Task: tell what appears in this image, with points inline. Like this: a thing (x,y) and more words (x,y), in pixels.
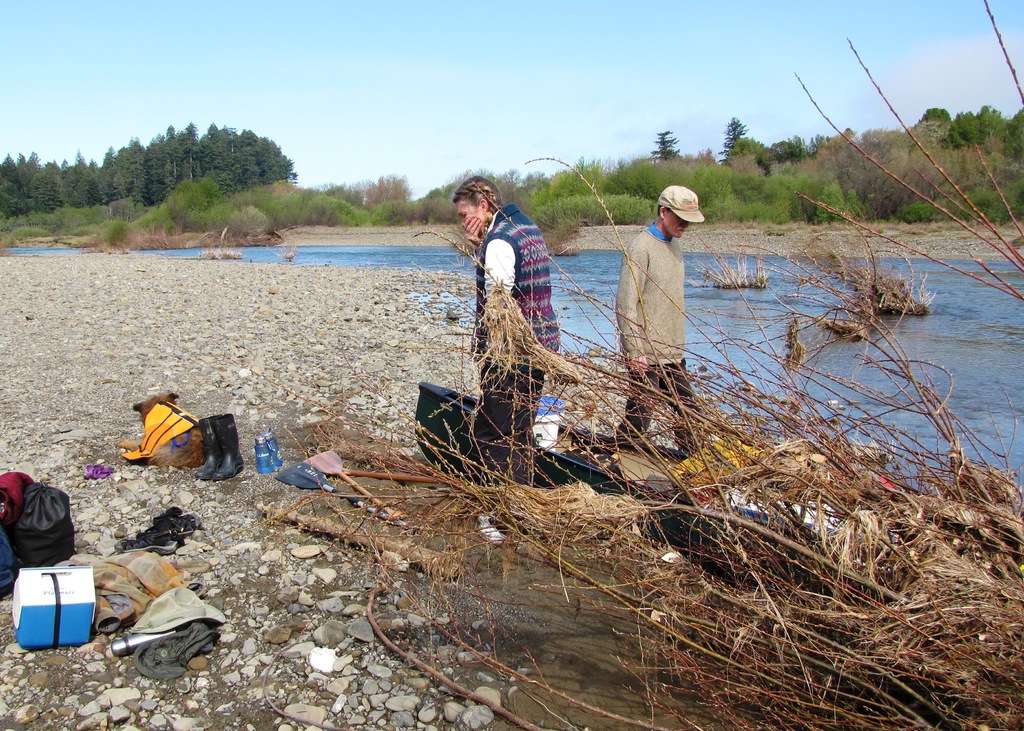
At the left corner of the image (285,421) there are stones (169,474) on the ground (111,487). At the bottom right corner of the image (859,645) there are dry stems (834,546) on the ground (712,644). Behind them there are two persons (658,298) standing. In the background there is water (963,352). Behind the water (1006,333) on the ground (743,227) there are small plants (723,206) and trees (130,192). At the top of the image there is a sky (687,124).
